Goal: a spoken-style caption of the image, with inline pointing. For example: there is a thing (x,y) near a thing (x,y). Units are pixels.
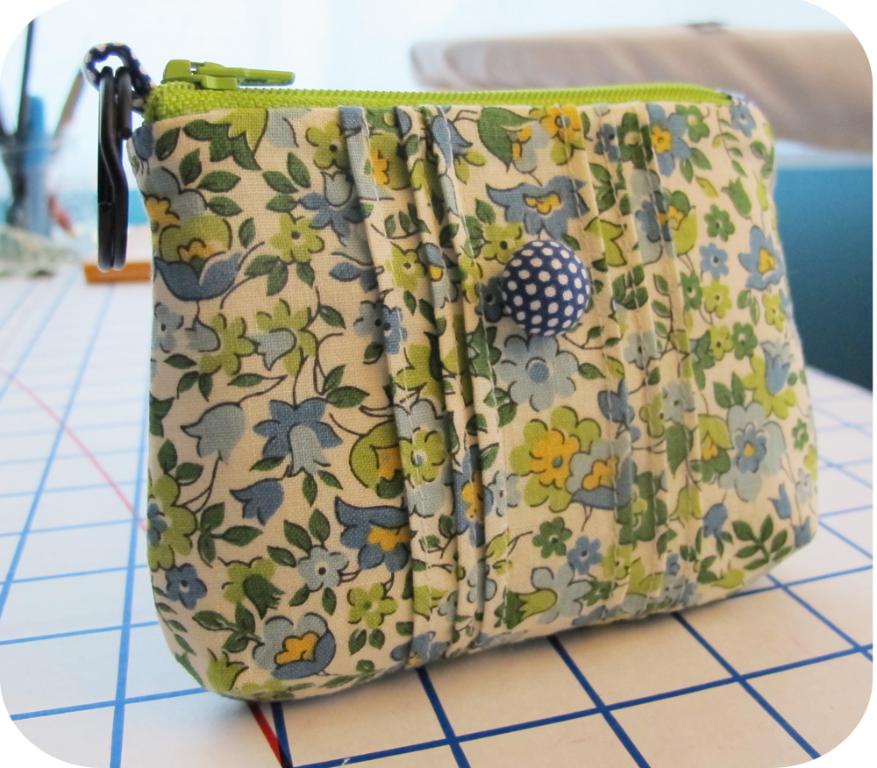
In this picture there is a bag (450,353) with floral print (467,324) on it is kept on a table (491,693).
